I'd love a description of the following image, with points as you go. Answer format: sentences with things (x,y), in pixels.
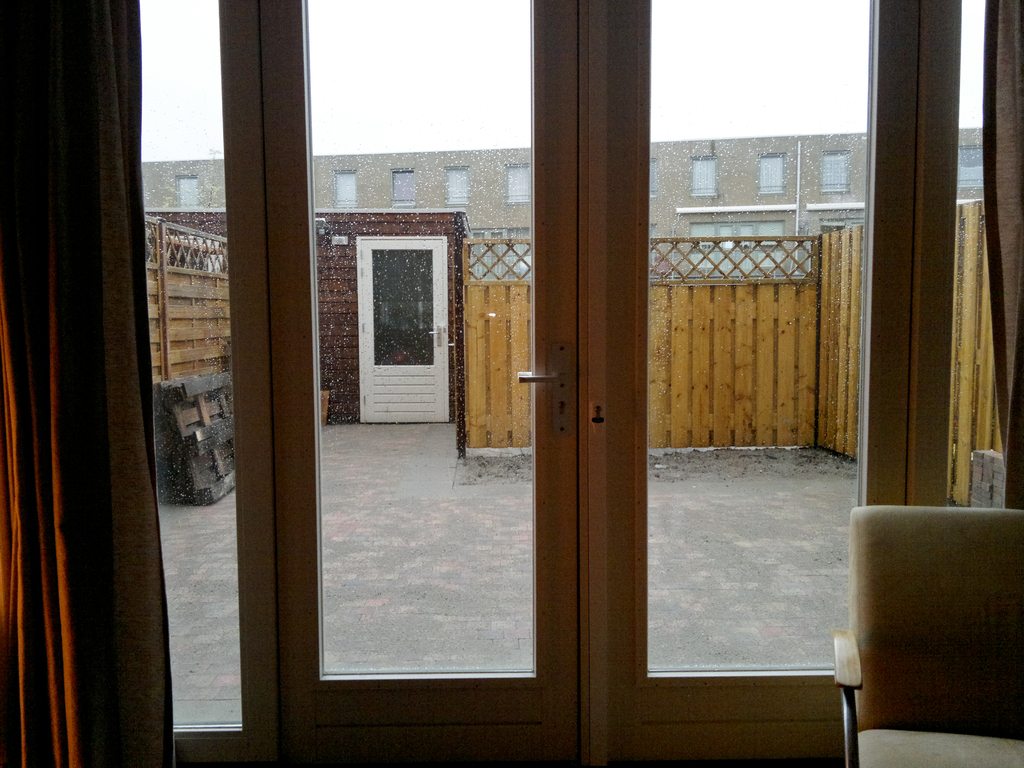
In this picture I can see doors (305,708), chair (933,622), wooden fence (966,304). I can see a building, and in the background (851,9) there is the sky (787,67).
